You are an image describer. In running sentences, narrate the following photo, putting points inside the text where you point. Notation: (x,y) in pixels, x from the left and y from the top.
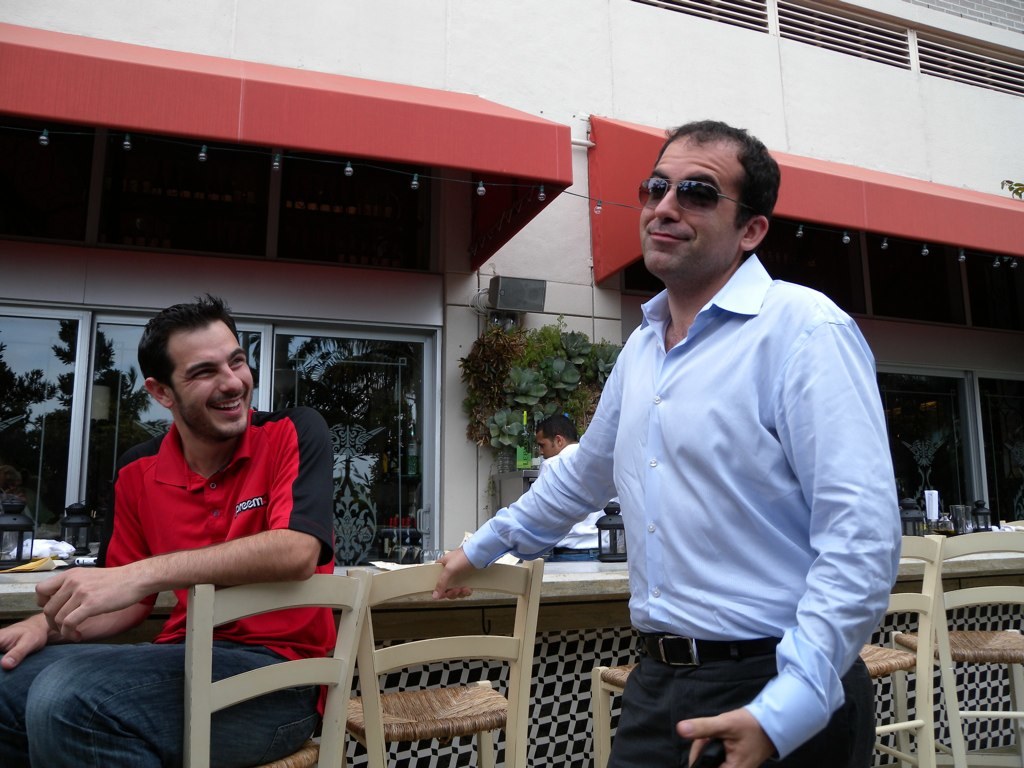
It is an open area (600,664), there is a table (595,622) there are three persons (638,487) in the picture one person (262,657) is sitting on the chair (309,677) and two people (681,553) are standing, in the background (470,465) there is a building (523,36), some plants (520,332), a speaker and few windows (274,372).
